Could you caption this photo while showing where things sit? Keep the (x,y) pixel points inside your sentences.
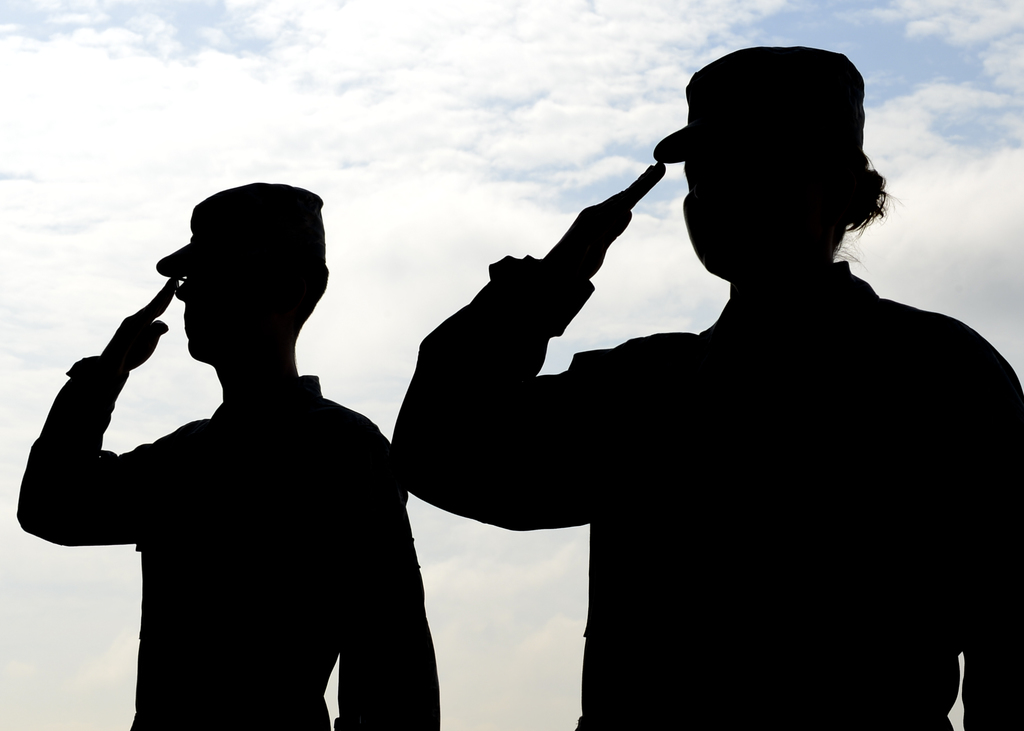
In this picture i can see two persons (751,385) and sky (720,284).
